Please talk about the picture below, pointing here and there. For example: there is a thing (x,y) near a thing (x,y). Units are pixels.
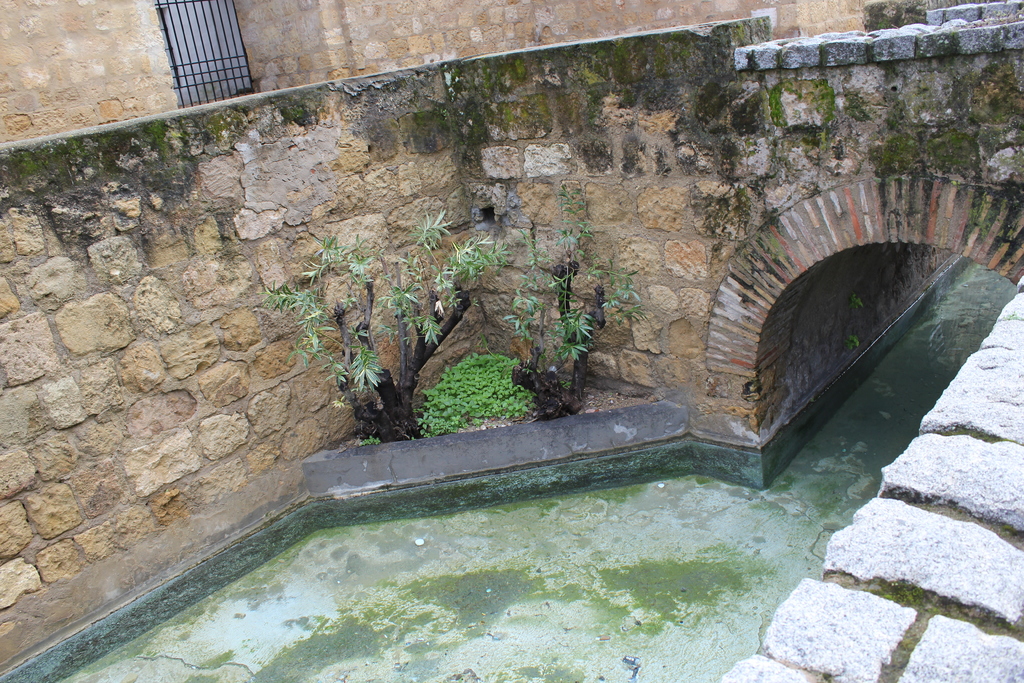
In this picture we can see green color water (394,622) at the bottom (410,645), in the background (278,436) there is a stone wall (219,240), we can see plants (488,368) in the middle (411,328), there are some grilles (214,70) at the top of the picture (202,61).
